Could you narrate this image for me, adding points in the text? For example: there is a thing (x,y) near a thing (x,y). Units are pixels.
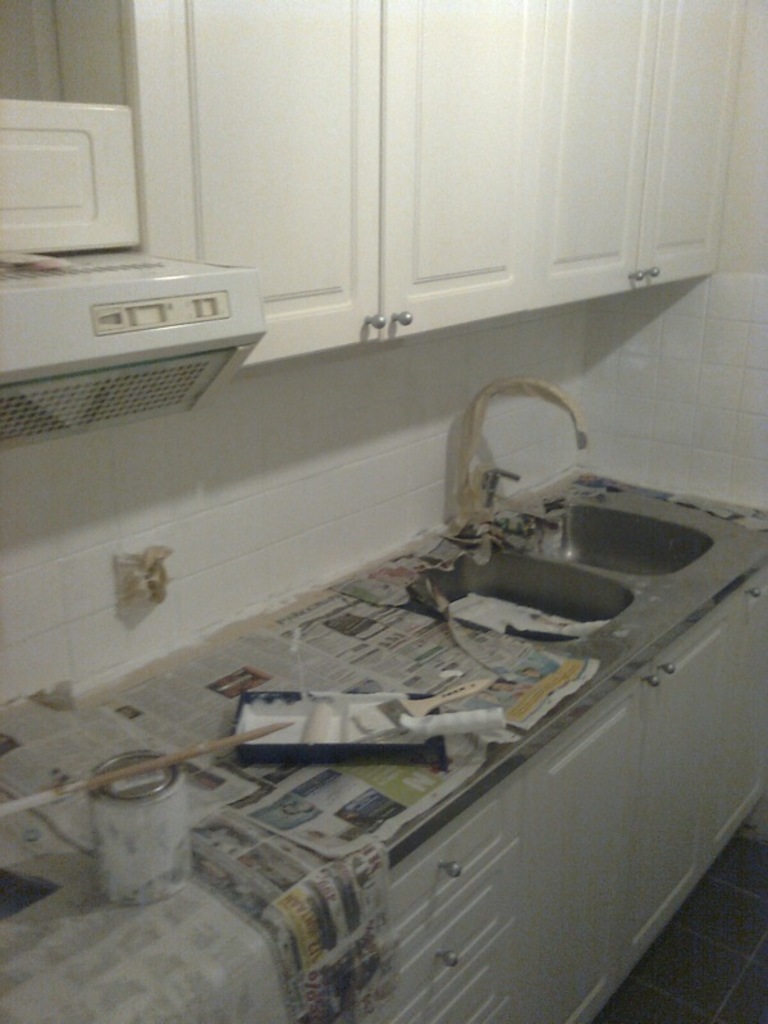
In this image we can see a paint box (145,832), brushes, newspapers (43,757), sink (530,601), tap (476,517), wooden drawers (560,906), chimney (1,328) and white color wooden cupboards (329,243).
